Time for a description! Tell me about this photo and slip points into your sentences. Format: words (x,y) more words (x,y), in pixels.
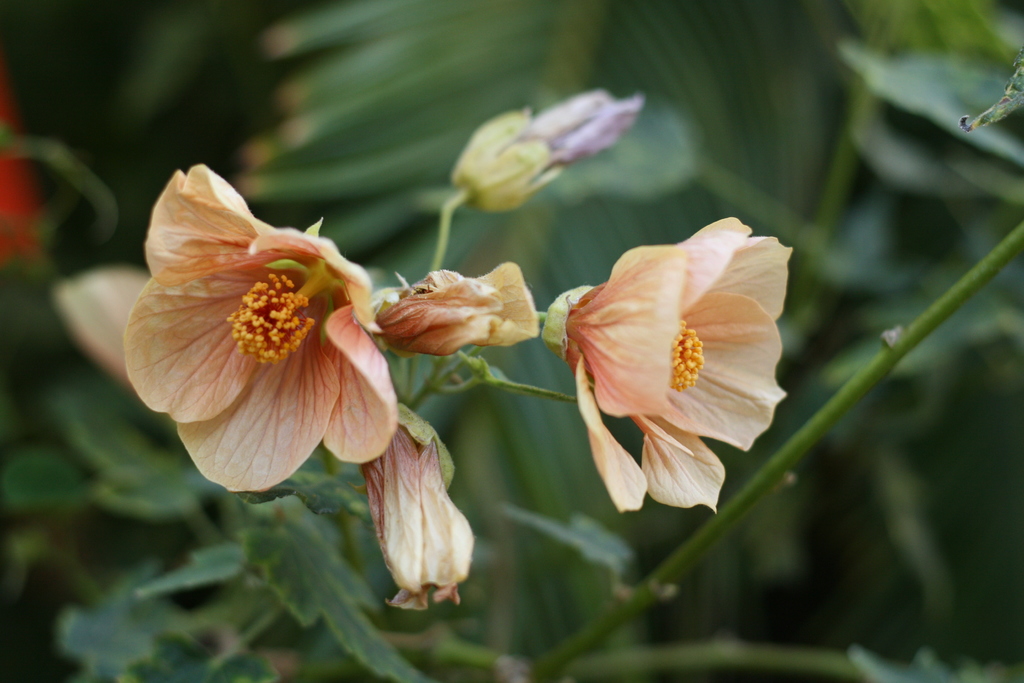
In this given picture, We can see flowers (243,357) and a stem (895,350) after that, We can see a few trees (706,80) next few leaves (353,605).
